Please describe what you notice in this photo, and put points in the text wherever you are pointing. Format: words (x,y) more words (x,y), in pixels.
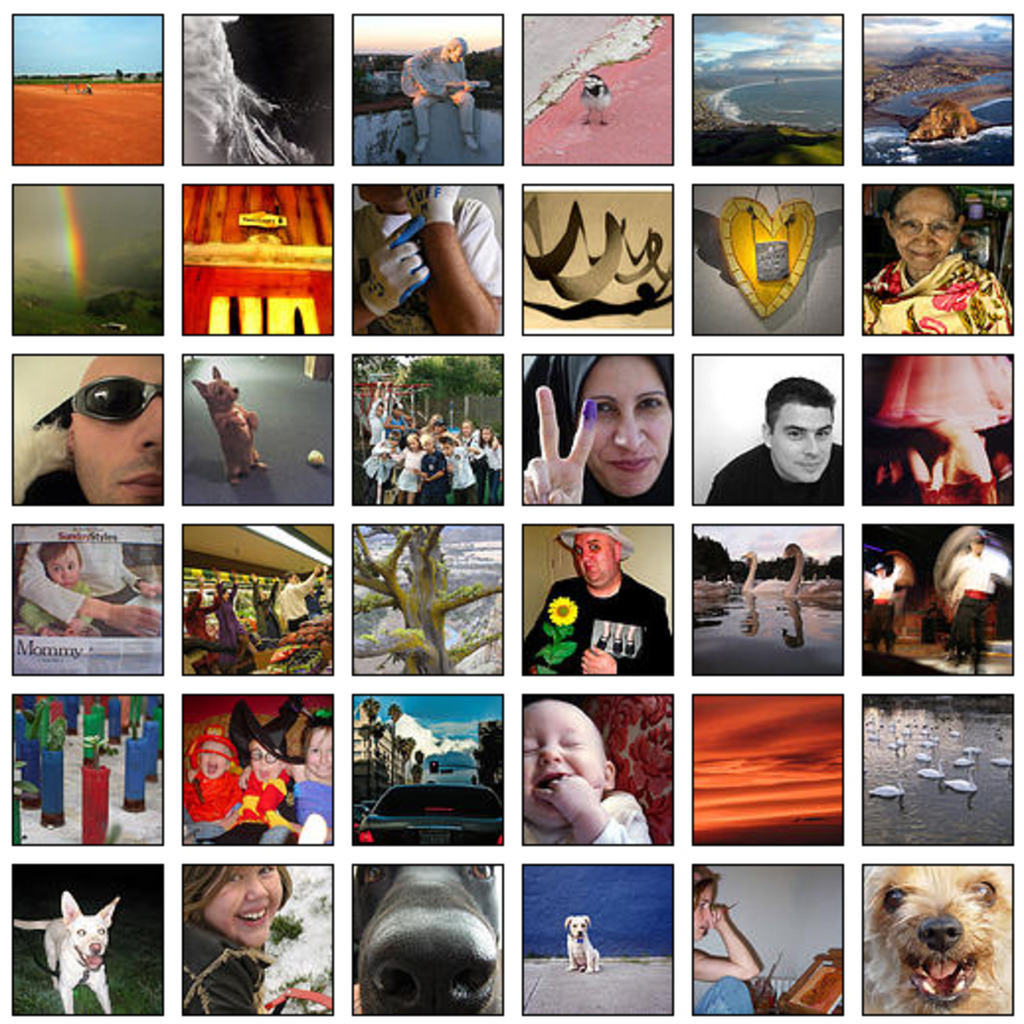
This is a collage image, in this image there are different pictures (806,73).
